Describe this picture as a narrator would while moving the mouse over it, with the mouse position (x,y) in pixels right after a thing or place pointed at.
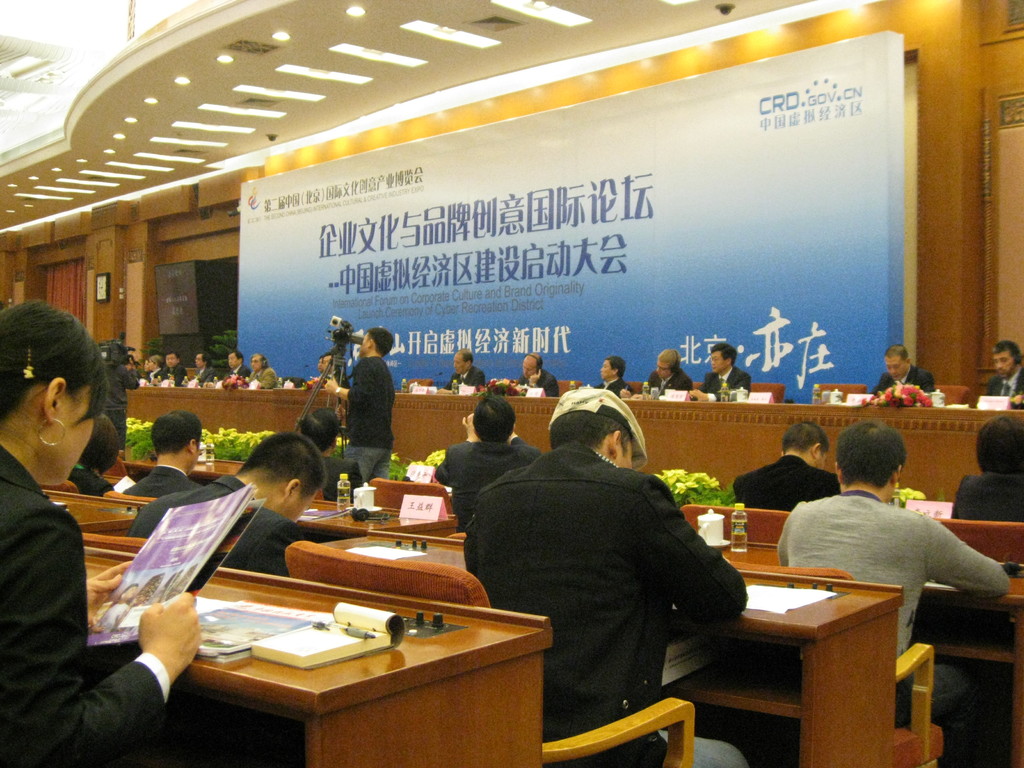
In this image we can see this people (569,431) are sitting on the chairs (117,464) near the table (708,461). There is a banner (618,263) in the background (584,284).
